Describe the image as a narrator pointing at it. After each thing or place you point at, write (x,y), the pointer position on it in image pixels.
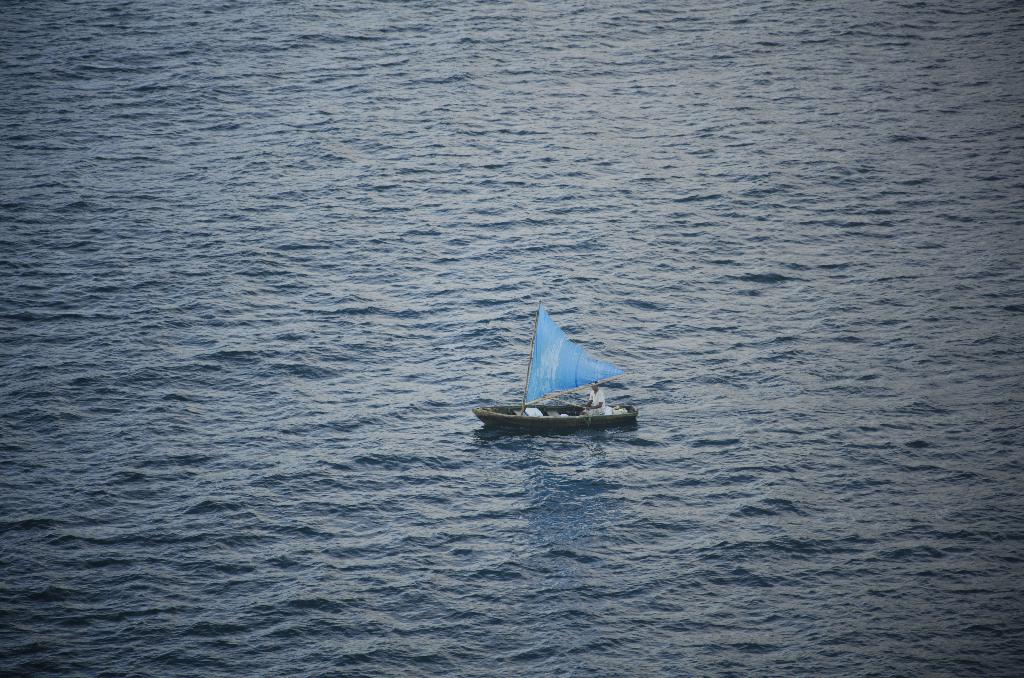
This picture is clicked outside the city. In the center (540,372) there is a person (591,402) in the boat (556,408) and we can see a blue color cloth (571,372) seems to be attached to the boat (536,404) and we can see the water body (620,278).
